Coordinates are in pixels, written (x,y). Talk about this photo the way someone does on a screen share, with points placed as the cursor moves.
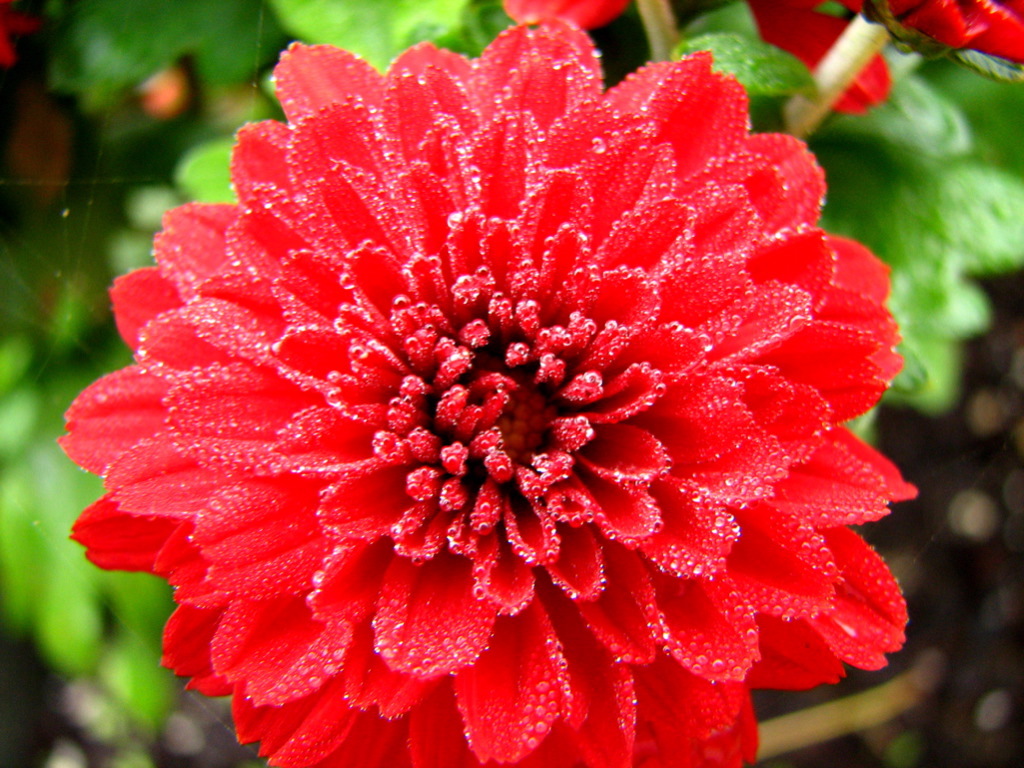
In this image there is a flower (387,325), at the background of the image (321,29) there is a plant (130,687).
